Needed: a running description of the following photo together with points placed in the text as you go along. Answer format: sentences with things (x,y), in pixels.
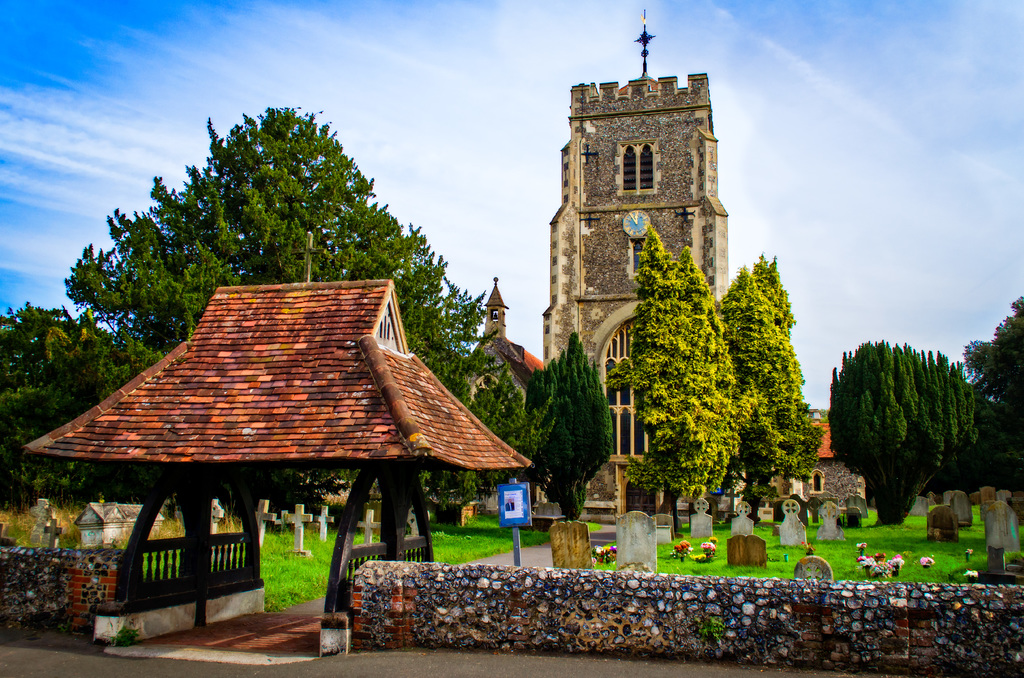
This is an edited image, in this image there are some buildings (587,165), trees (347,485), wall (807,593), cemeteries (814,569), grass (533,536), flowers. At the bottom (21,654) there is walkway (34,654), and at the top (960,161) there is sky (944,159).
